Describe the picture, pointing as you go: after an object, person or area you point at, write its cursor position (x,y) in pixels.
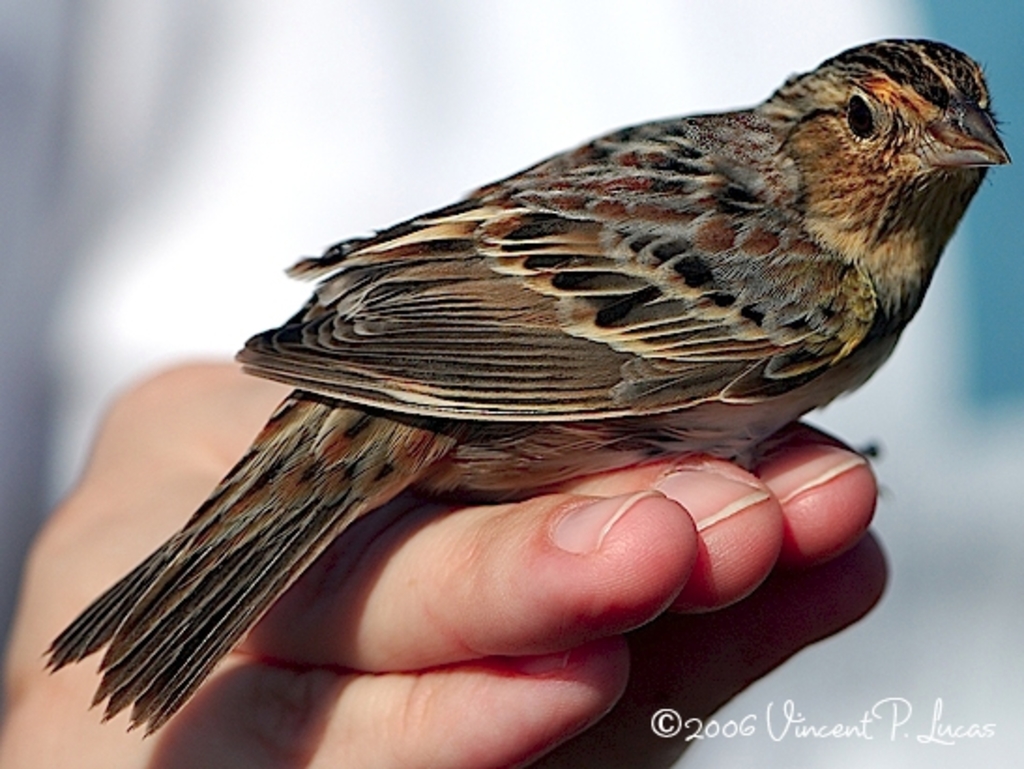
In this image there is a sparrow (670,275) on the person hand (389,588).
